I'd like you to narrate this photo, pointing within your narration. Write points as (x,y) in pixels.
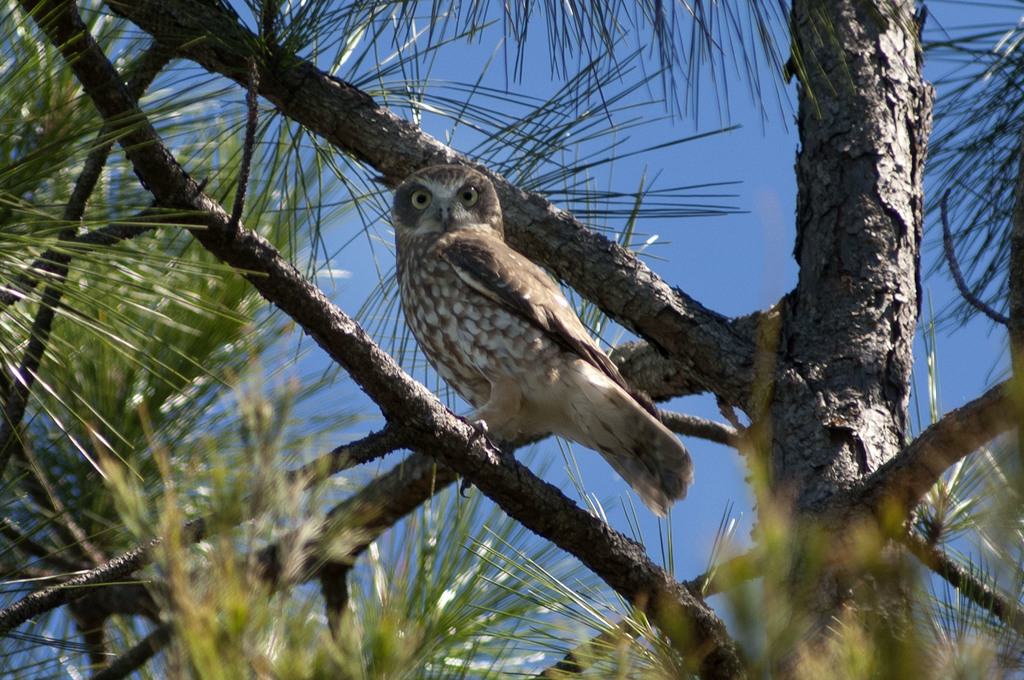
In this picture I can see there is an owl (428,227) sitting on the stem (362,344) of a tree (418,428) and there are leaves (256,188) around it and the sky (708,261) is clear.
